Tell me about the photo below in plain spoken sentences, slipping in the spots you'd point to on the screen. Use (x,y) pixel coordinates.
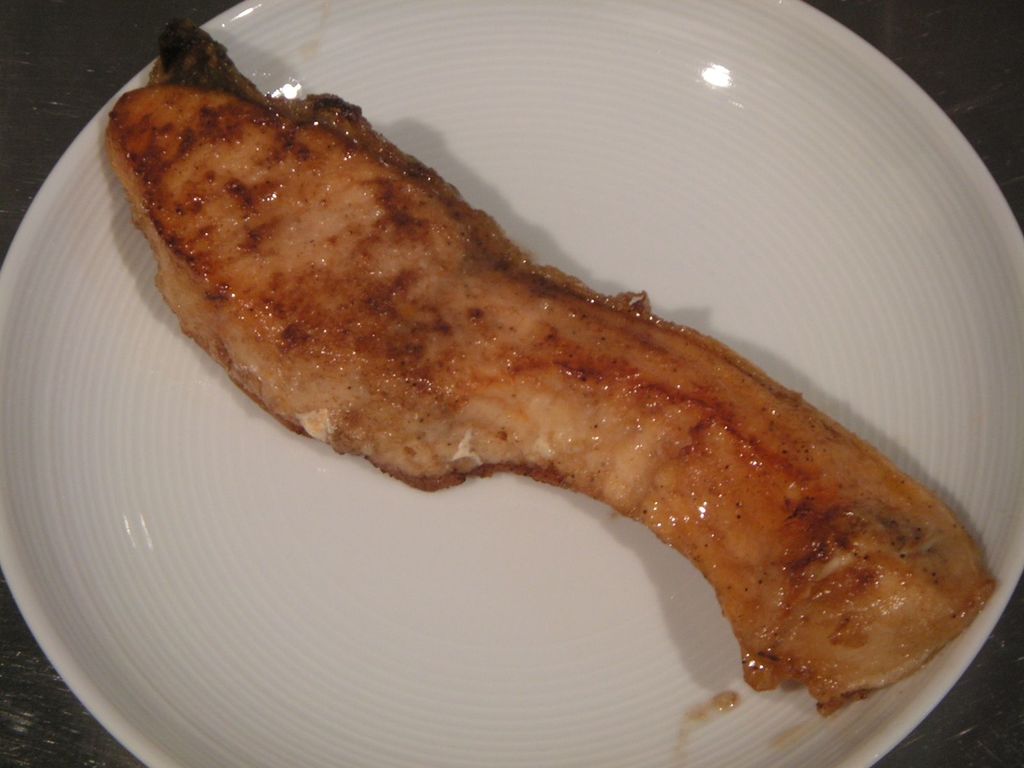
In the picture I can see food item (475,365) on a white color plate (206,502). This plate (94,332) is on a dark color surface (41,728).
